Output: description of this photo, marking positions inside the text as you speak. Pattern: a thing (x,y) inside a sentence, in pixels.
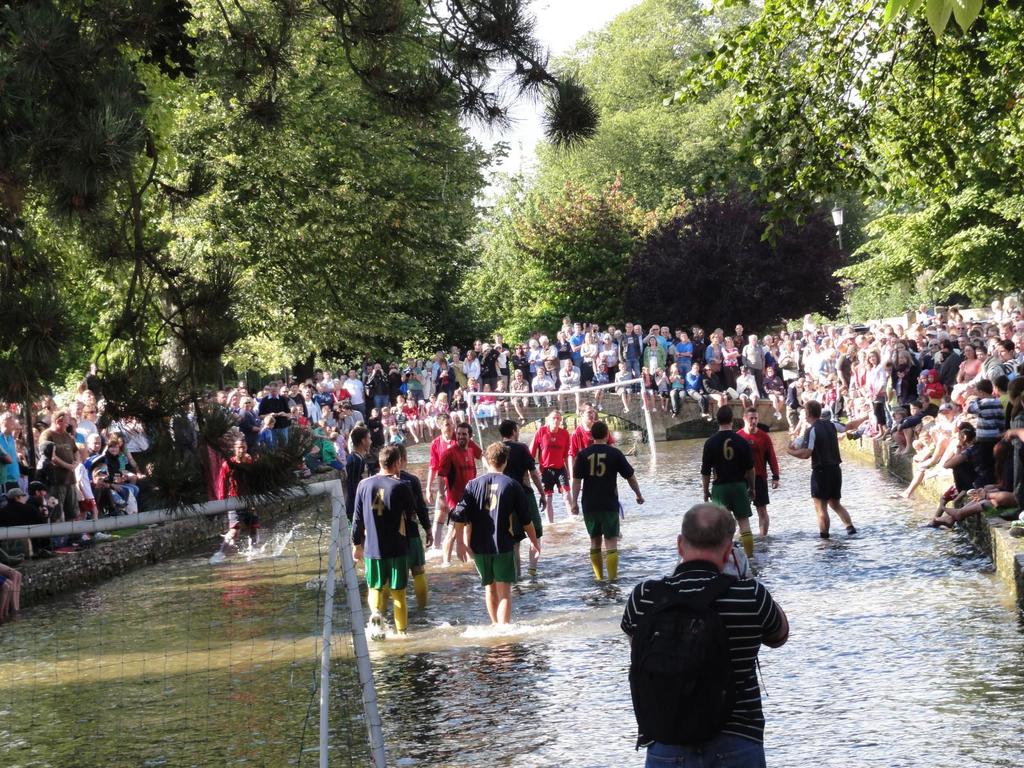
In this image, we can see people (481,552) in the water (501,630) and there are nets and there is a man (720,605) wearing a bag (719,630). In the background (938,392), there is a crowd (918,363) and we can see trees (640,184) and there are poles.
